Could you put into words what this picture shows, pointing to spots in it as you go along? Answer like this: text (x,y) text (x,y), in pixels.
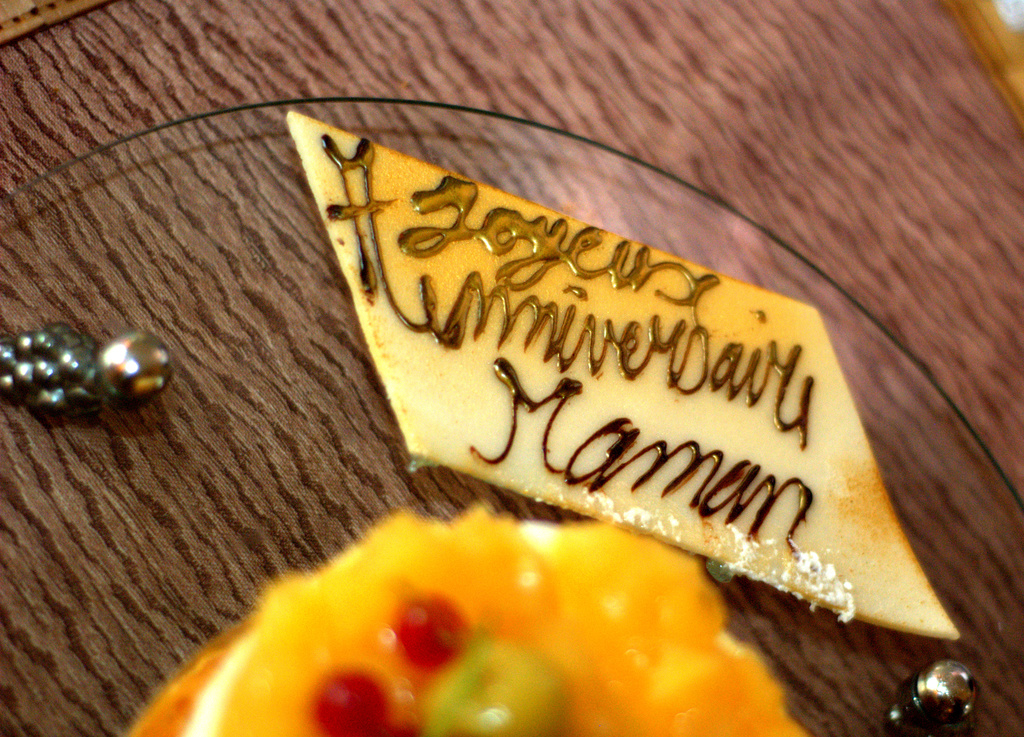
Here I can see a table (201,358) on which a cake (351,623) and some other objects (110,401) are placed. Here I can see a white color object (775,450) on which there is some text (629,345).
